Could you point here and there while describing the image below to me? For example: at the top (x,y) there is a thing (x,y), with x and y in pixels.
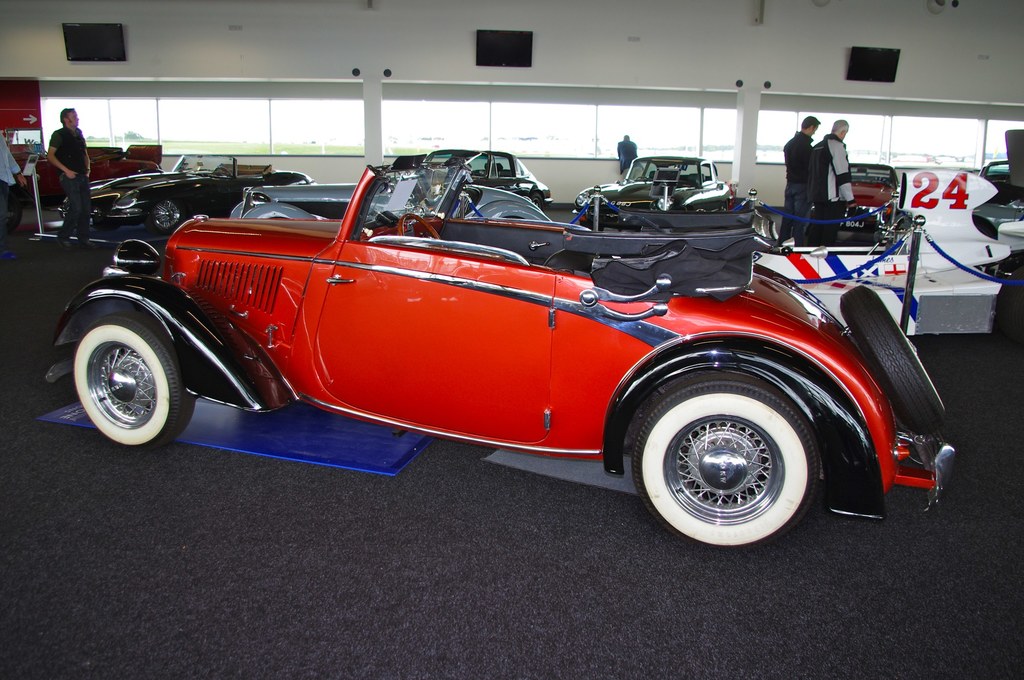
In the image there is a collection of cars (969,234) in a showroom (697,233) and few people (786,155) were standing around those cars (670,249), in the background (117,107) there are windows (232,116).
